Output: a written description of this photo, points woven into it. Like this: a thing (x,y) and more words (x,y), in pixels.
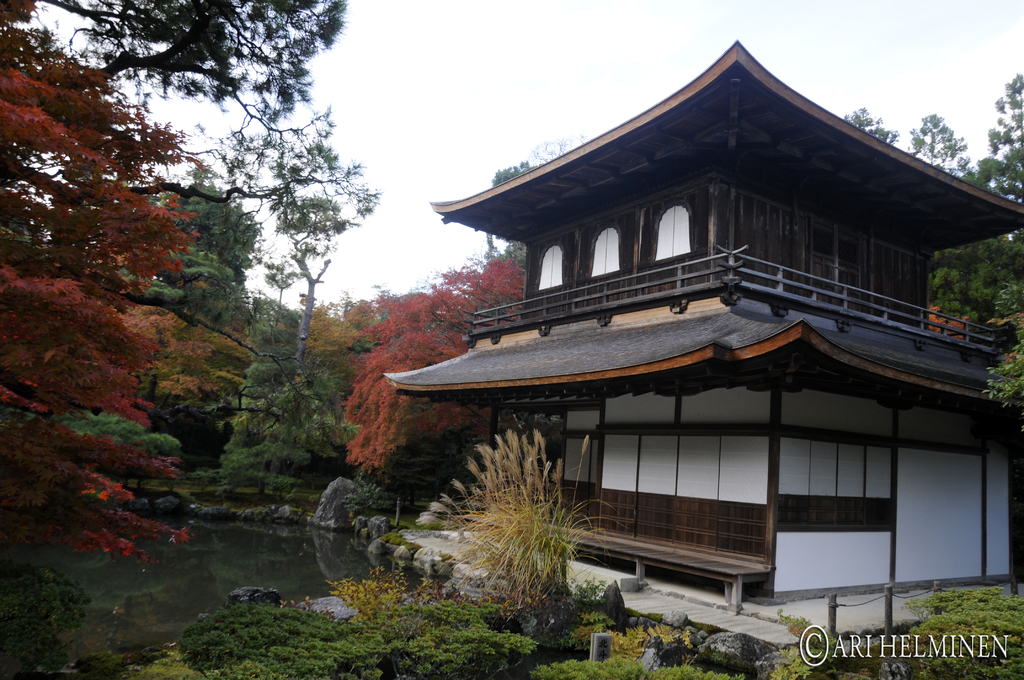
In this image, we can see a building (763,468). We can see some water (338,576), rocks (332,503) and grass (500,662). We can see some plants (609,663) and trees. We can see some poles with the fence (839,604). We can see the sky (338,60) and some text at the bottom right corner (828,650).
